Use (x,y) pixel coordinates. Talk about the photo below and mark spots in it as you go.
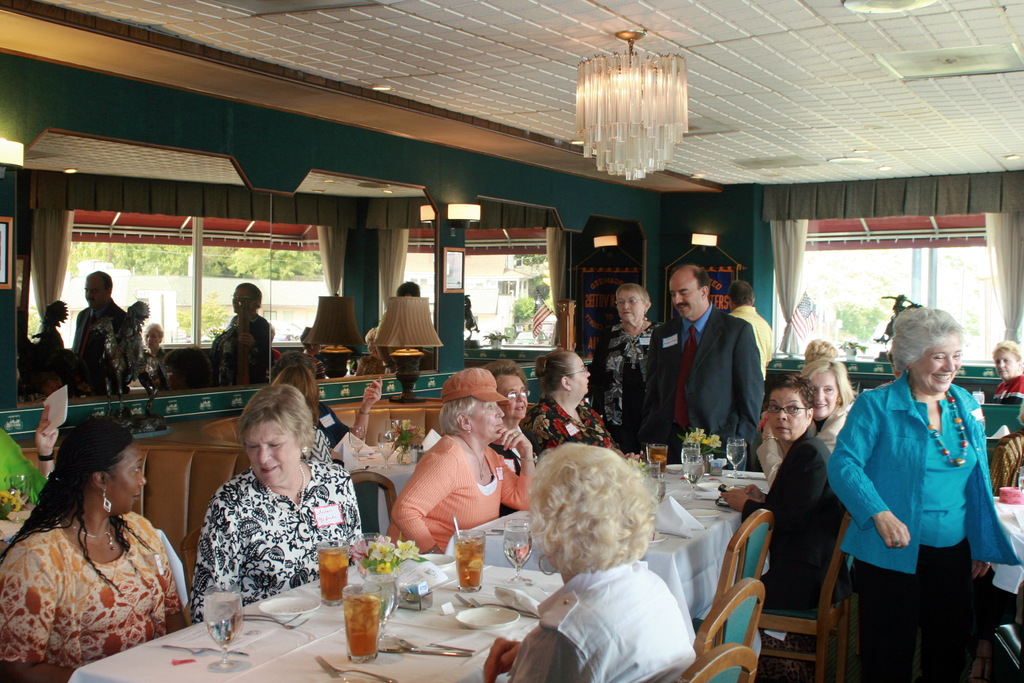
A picture inside of a restaurant (647,436). On wall (459,279) there are mirrors (433,282), in this mirror's (278,265) there is a reflection (163,314) of persons (100,313) and building (486,316). In this picture we can able to see persons (307,473) are sitting on a chair (751,571) and few persons (910,474) are standing. In-front of this person's (264,515) there are tables (165,642), on this tables (288,677) there are glasses (657,482) with liquids (347,636), plates (269,606), forks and spoon (402,644). Right side of the image (912,477) a woman (857,518) wore blue suit (978,549) and smiles. From this window (881,310) we can able to see flag (810,301) and trees (856,315).
